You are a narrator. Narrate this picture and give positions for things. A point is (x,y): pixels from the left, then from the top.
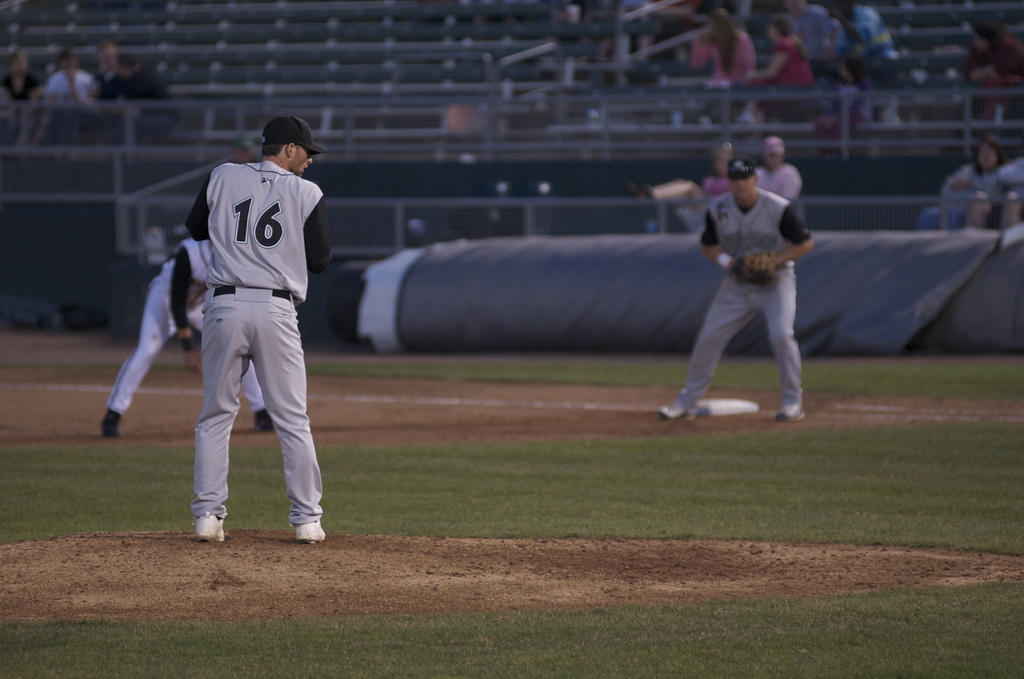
There are three persons (183,287) playing on the ground (231,497). On which, there is grass (889,485) on the ground (878,510). In the background (893,9), there are chairs (229,62), on some of the chairs (175,67) there are persons (715,23).
